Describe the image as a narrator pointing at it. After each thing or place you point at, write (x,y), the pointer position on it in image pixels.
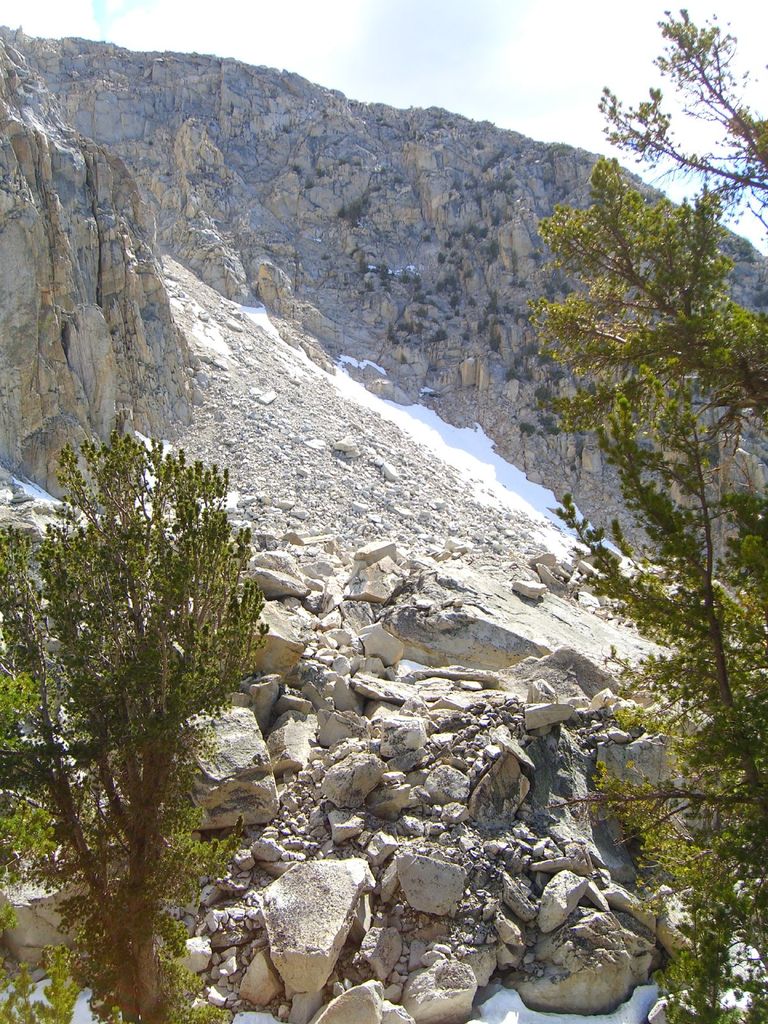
On the left side of the image (62,573) and right side of the image (737,312) there are trees (711,301). In this image I can see rocks (0,891), mountain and sky (426,59).
